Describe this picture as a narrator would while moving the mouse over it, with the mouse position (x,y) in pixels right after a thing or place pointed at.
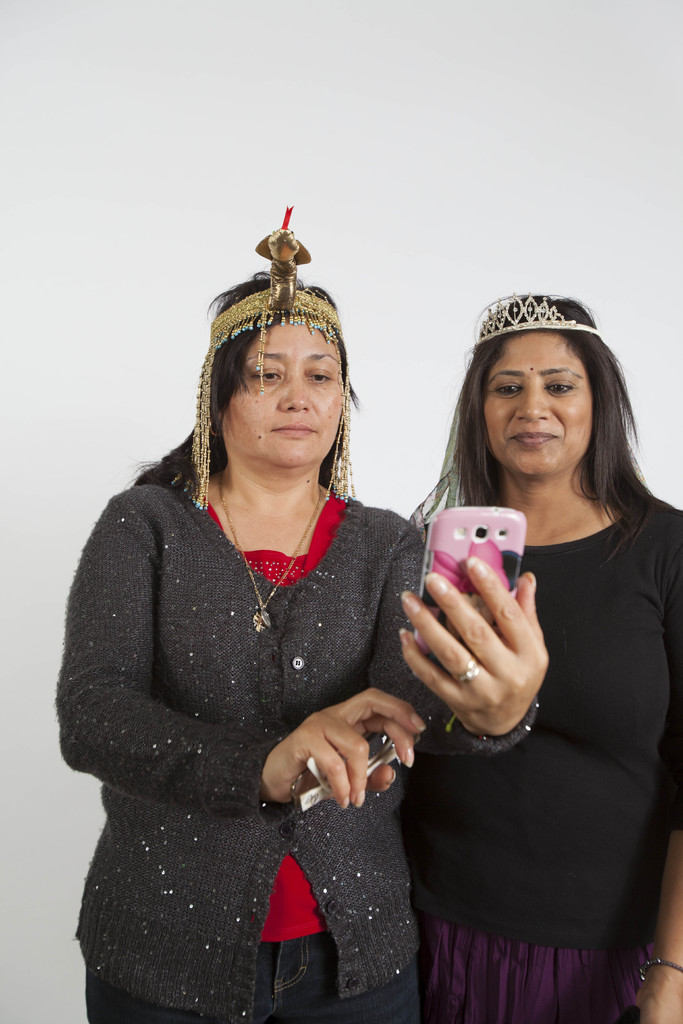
In this image I can see there are two women (631,472), wearing a black color jacket (224,789) and on the left side (187,787) woman (199,429) she holding a mobile phone (461,511) and background (402,195) is white.
